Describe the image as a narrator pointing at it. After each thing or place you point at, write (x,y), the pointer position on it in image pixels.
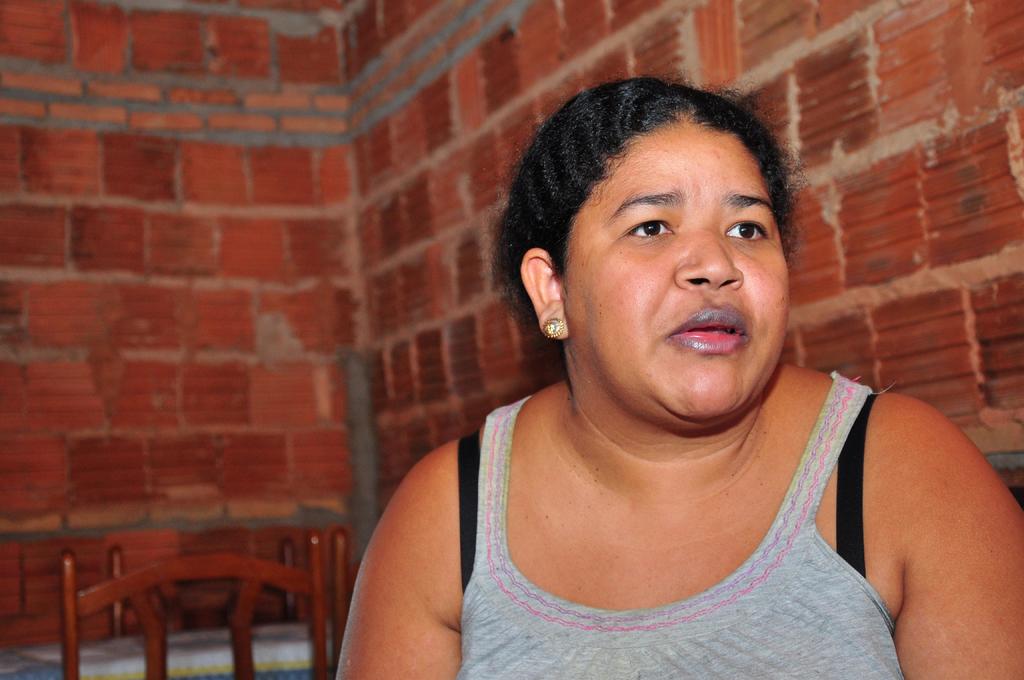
In the image we can see a woman (701,354). Behind her there are some chairs (208,561) and wall (224,42).
